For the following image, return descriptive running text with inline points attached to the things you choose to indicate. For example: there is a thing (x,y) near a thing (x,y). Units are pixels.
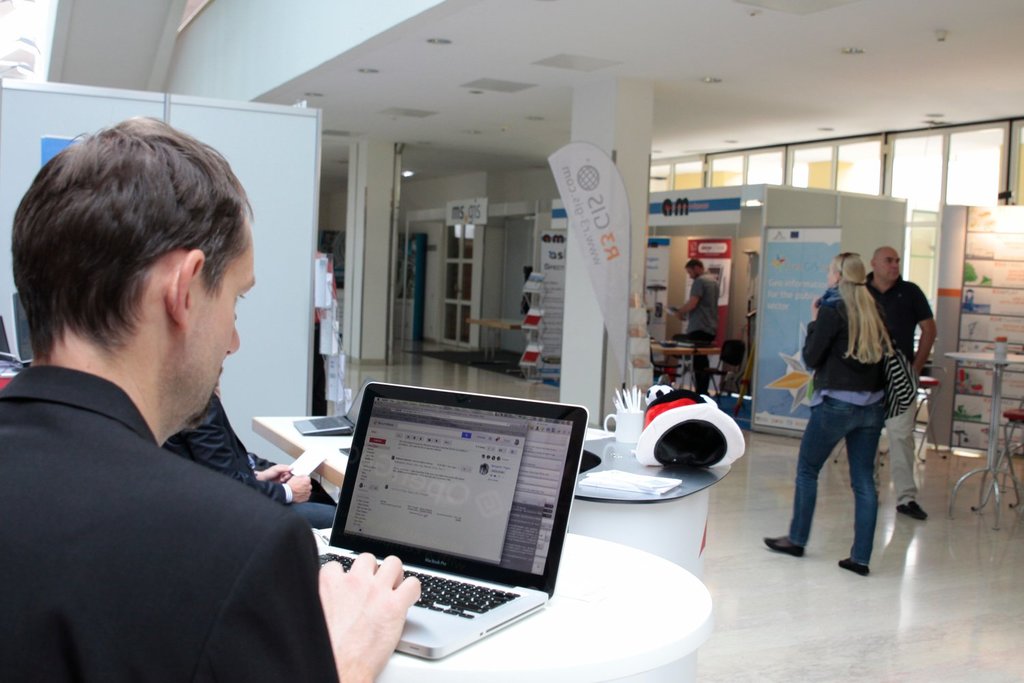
In this image there is a woman (871,469) walking on the floor (836,506). She is carrying a bag (901,373). Behind her there is a person (908,329). There are chairs (734,345) and tables (622,514) on the floor (850,580). Left side (56,570) there is a person (155,573). Before him there is a table (585,632) having a laptop (377,526). Left side (245,479) there are people (229,447) sitting. Before them there is a table (281,424) having a laptop (347,416), cup (615,438) and few objects (626,475). There are racks (343,398) on the floor (477,364). There are few objects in the racks (544,359). There is a board (772,362) on the floor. Beside there is a person (708,334) standing on the floor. Before him there is a table (698,346) and chairs (720,373). Right side there is a board (1015,278). Background (450,282) there is a wall (500,259) having a door (467,280). Top of the image (843,48) there are lights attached to the roof (691,97).
